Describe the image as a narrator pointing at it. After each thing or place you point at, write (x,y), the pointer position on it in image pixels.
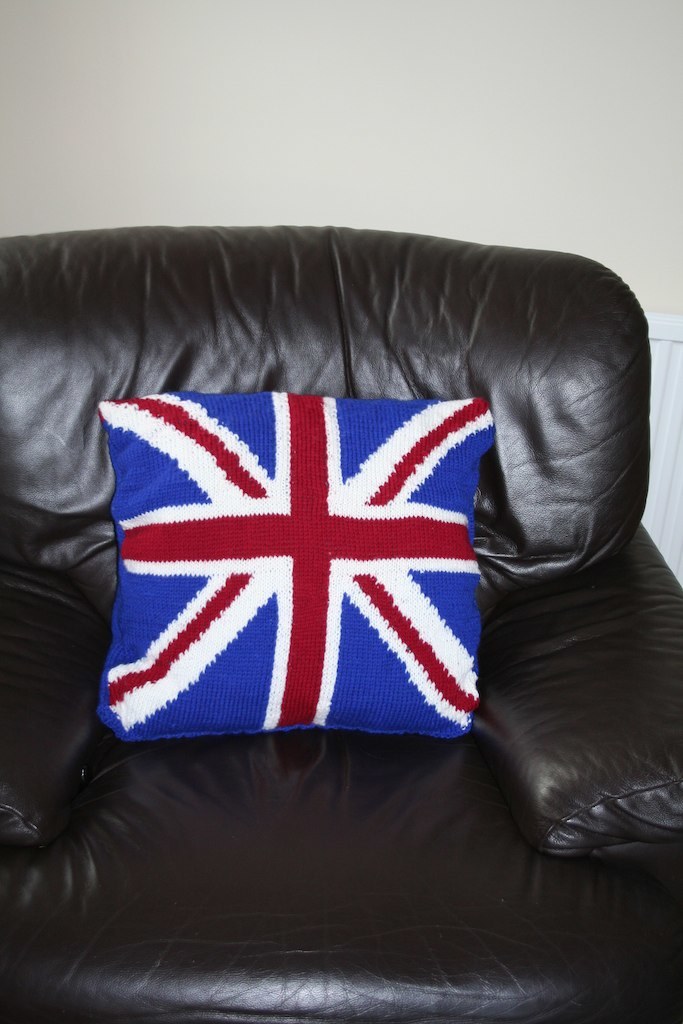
In this image I see a couch (14,370) which is of black in color and I see a pillow (369,410) on it and it is of white, red and blue in color. In the background (655,65) I see the wall (629,250) which is of white in color.
